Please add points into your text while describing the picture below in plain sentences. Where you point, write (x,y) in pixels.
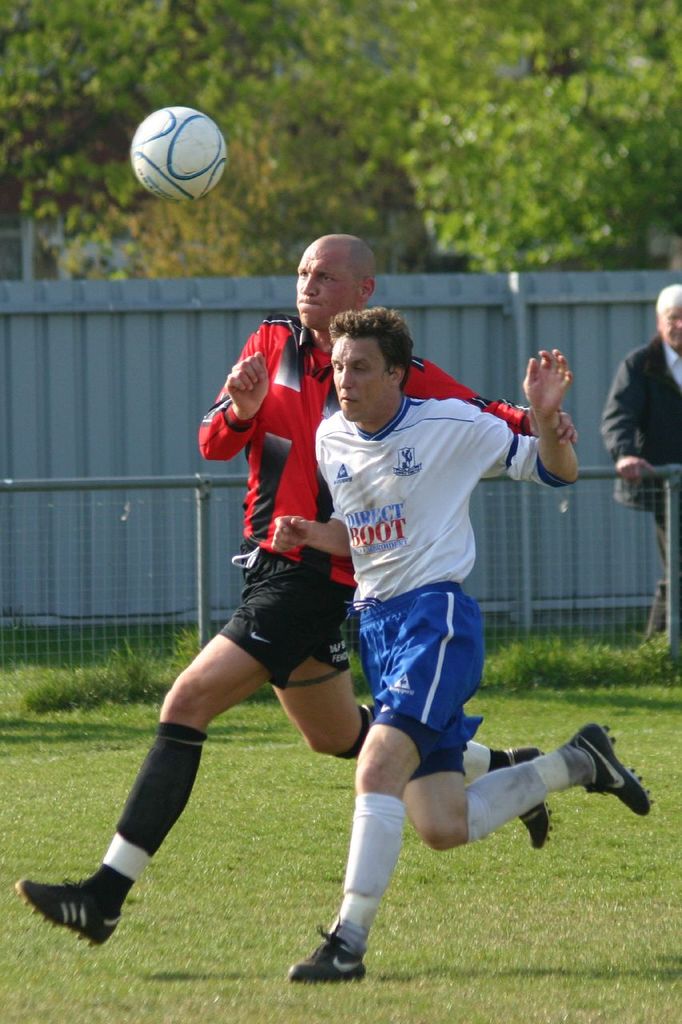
In the center of the image (363,560) we can see two people (356,604) playing a game. At the top (187,173) there is a ball (209,180). In the background (173,482) there is a mesh (152,510), fence (595,376), man (657,312) and trees (521,244). At the bottom (359,995) there is grass (443,995).
